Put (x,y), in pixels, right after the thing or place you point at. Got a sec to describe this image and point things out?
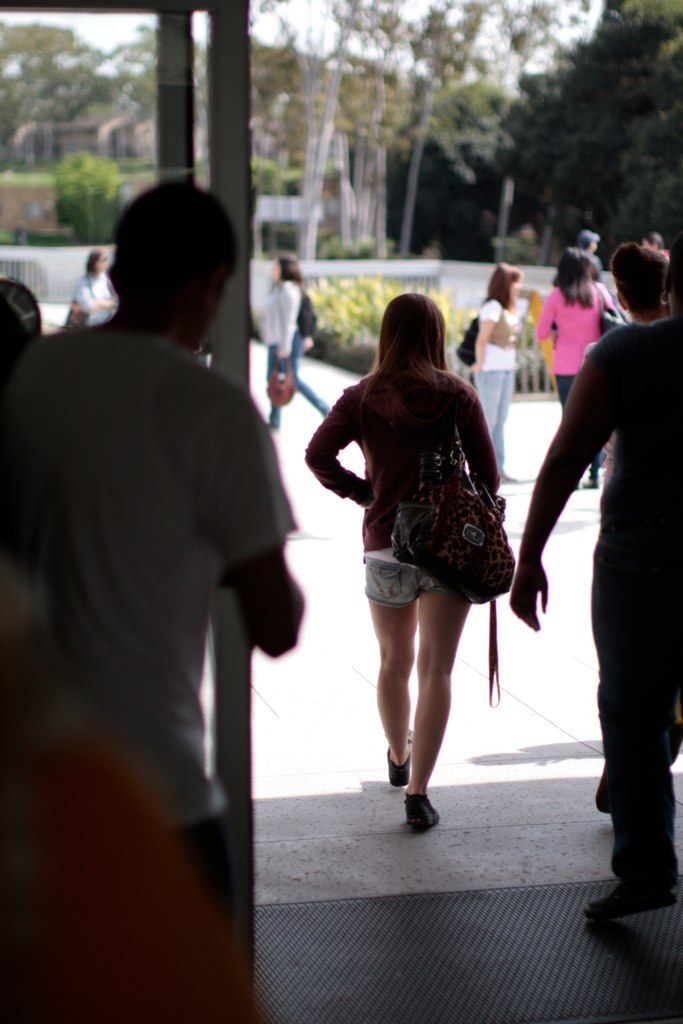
In this image I can see number of people (200,335) where a woman (403,403) is carrying a bag (499,576). In the background (358,223) I can see number of trees (413,37).
